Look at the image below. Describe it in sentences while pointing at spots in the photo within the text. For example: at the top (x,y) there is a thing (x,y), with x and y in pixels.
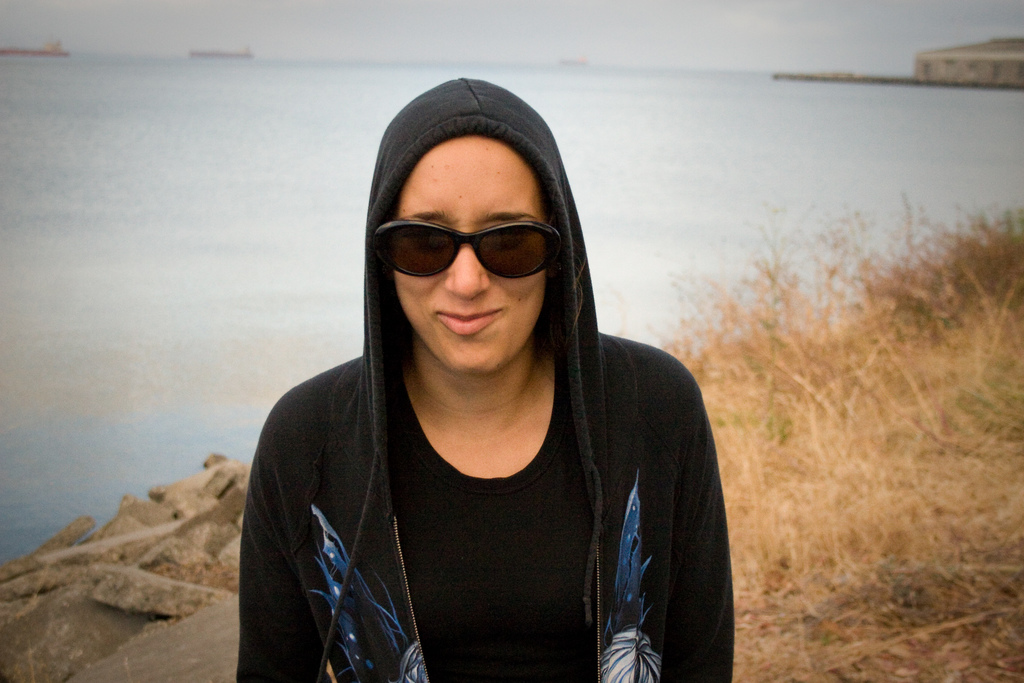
In the middle of the picture (459,351) I can see one girl (459,351) standing and looking at the front side (506,423). On the right side of the image (924,429) I can see the grass (792,379). In the background (153,138), I can see water surface (236,147).
